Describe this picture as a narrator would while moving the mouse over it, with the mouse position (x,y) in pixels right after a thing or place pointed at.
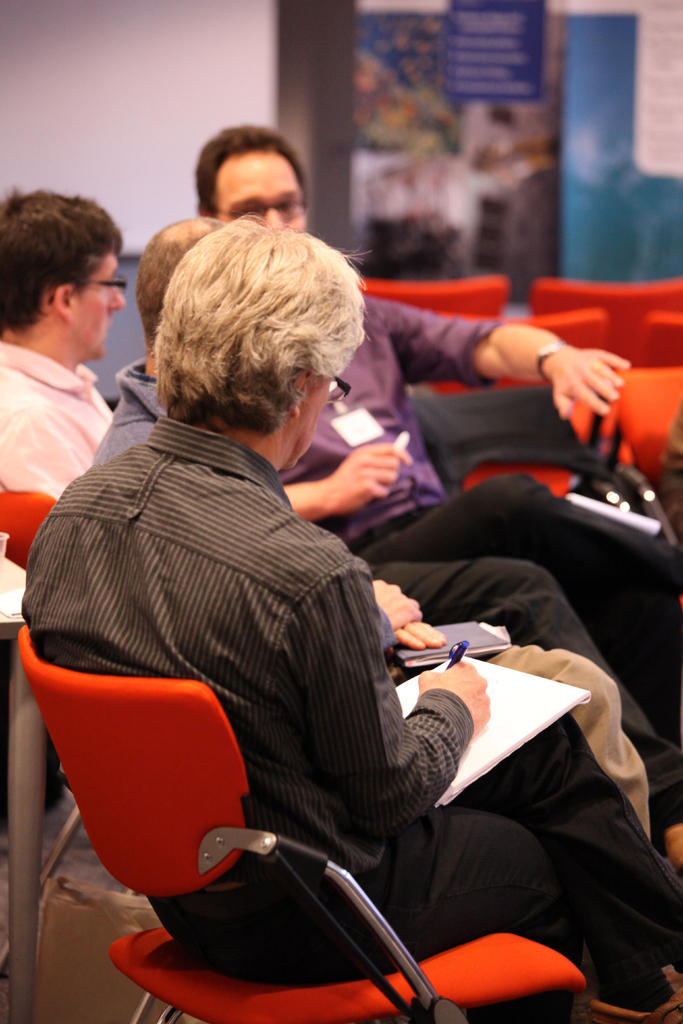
As we can see in the image there is a white color wall (86,127) and few people (204,548) sitting on chairs (274,835) and this man (318,731) is holding papers (494,724) and pen (451,659).
